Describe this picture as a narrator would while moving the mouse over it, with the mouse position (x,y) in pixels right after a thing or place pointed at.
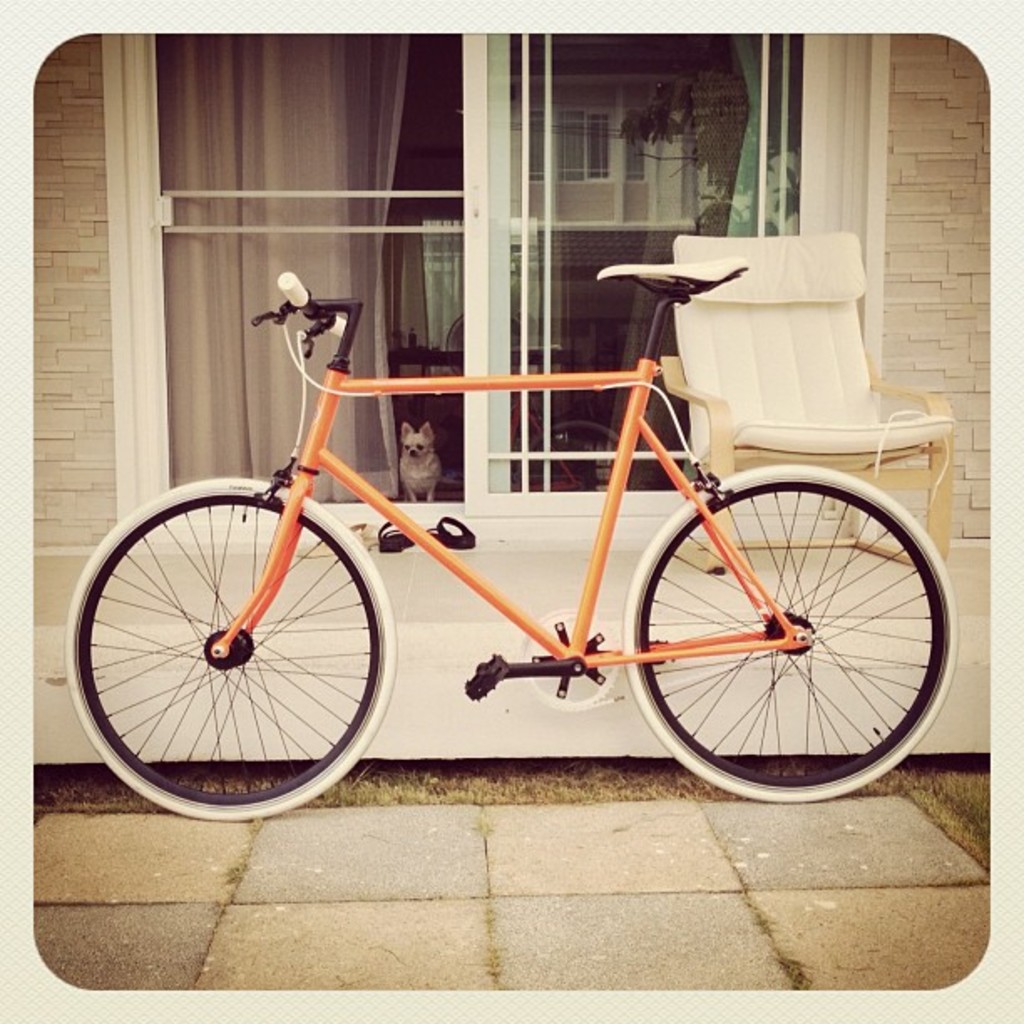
In this image we can see a bicycle (422,532) placed on the ground (665,903). In the background (742,410), we can see a chair (756,409), door (143,208), a dog (426,469), group of shoes (436,532) and the curtains (360,268).
